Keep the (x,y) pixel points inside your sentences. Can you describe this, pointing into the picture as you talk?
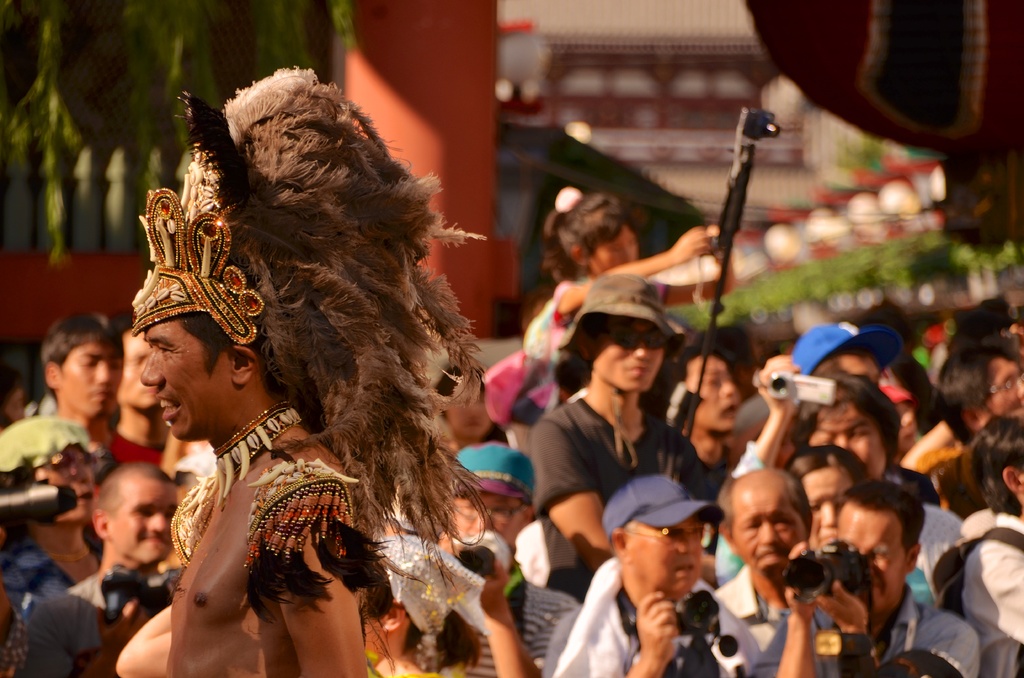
In the image few people (92,651) are standing and holding some cameras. Background of the image (920,253) is blur.
